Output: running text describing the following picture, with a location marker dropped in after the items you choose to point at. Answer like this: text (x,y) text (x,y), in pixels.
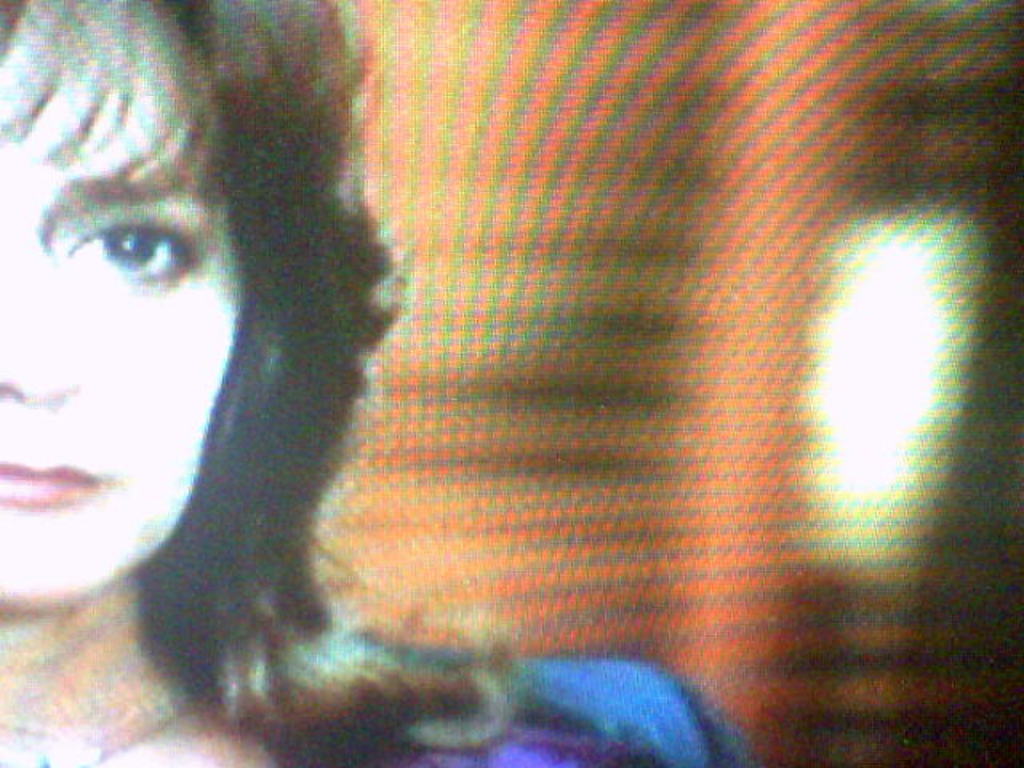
This image consists of a screen (502,287) in which there is a woman (287,484) wearing blue dress (653,763).
